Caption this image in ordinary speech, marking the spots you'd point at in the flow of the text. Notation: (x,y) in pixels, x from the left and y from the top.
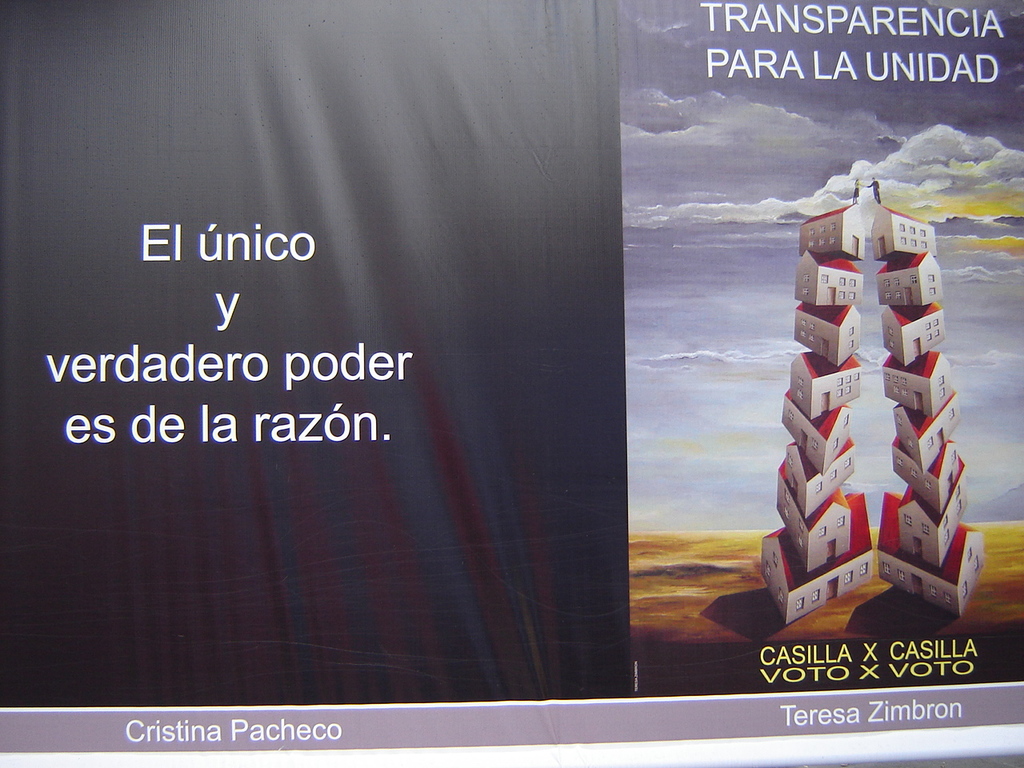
In this image I can see a huge banner (480,481) which is black and white in color and I can see a picture (829,471) in which I can see few buildings (818,556) which are red and white in color one on the other and I can see two persons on top of the buildings (931,233). In the background (734,181) I can see the sky (744,194).
